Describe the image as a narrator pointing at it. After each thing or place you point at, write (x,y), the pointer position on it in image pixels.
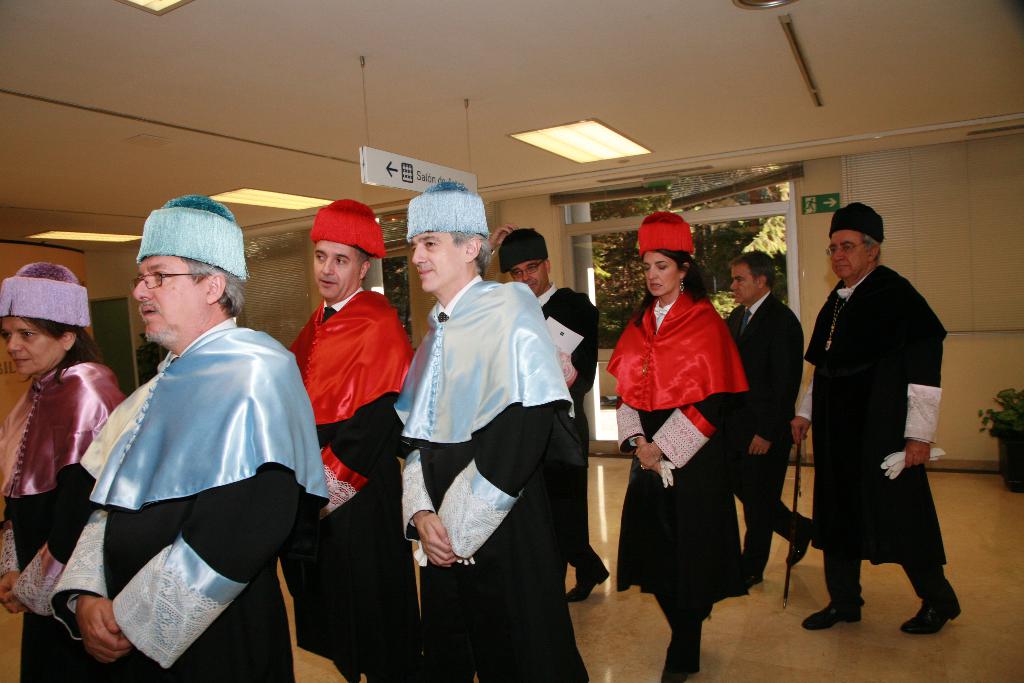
There are many people (382,421) walking and wearing caps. Some are holding gloves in the hands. In the back (764,225) there's a wall (556,210) and window (601,205). On the ceiling (531,159) there are lights (592,137) and a sign board (401,156). Also there is a curtain (941,204). On the right side (1010,450) there is a pot (1010,450) with plants (1001,398).
